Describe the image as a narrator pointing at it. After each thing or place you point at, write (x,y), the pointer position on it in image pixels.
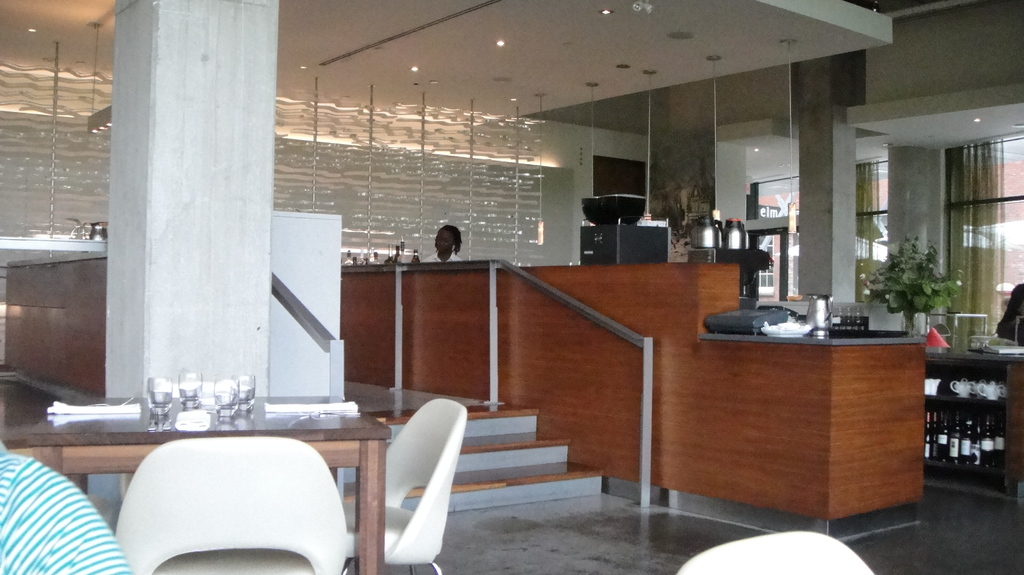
In this picture I can see few glasses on the table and I can see few chairs (408,557) and a human (447,230) behind the counter (458,278) and I can see a plant (882,281) on the table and few cups (934,385), bottles (955,446) on the shelf (966,470) and I can see few lights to the ceiling (318,61) and looks like a human (60,559) at the bottom left corner of the picture (71,503).
